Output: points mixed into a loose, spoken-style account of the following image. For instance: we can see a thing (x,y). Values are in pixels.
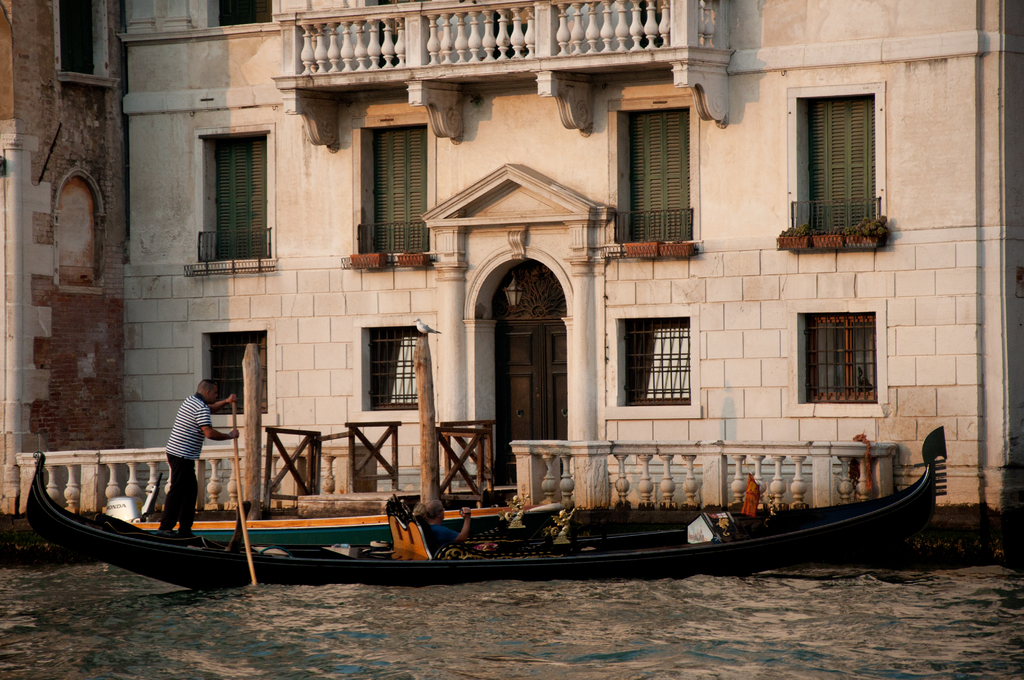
In this image, there is building (525,238) in front of the lake (657,614). There are two persons (425,524) on the boat (568,553) which is floating on the water (596,603).
